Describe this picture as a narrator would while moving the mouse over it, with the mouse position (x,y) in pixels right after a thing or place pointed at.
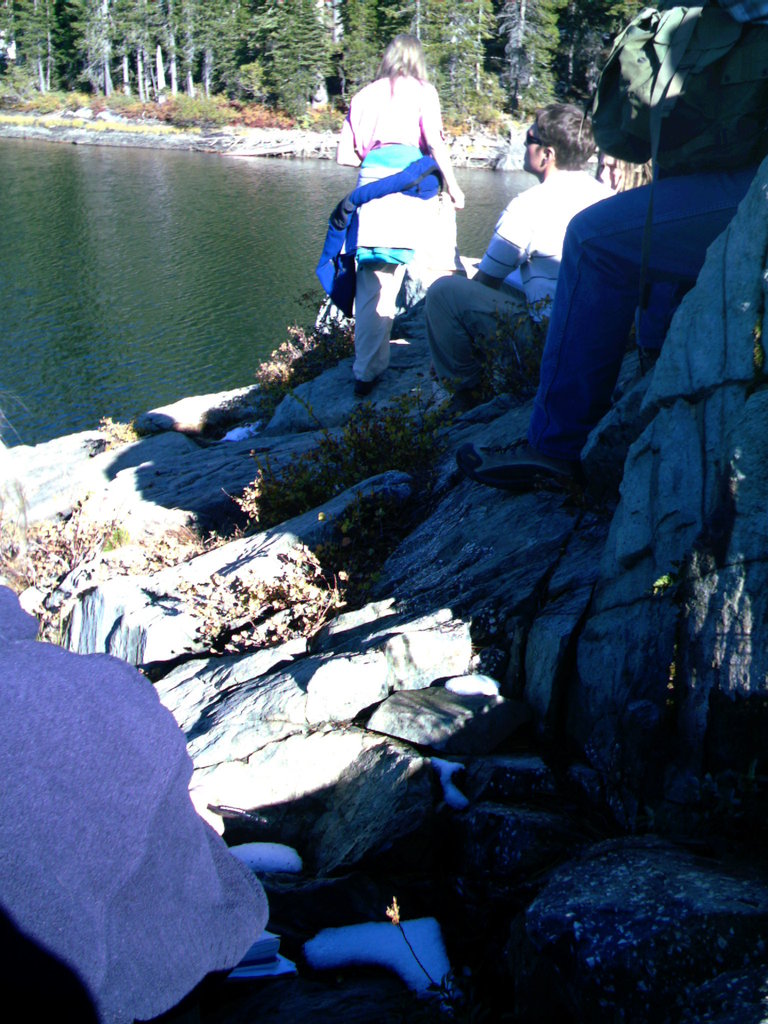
In this image we can see a man (578,191) sitting on the rock (529,569) and there are people (571,339). In the background (61,256) there is a lake (173,257) and trees (231,59). At the bottom (529,961) there are stones (364,774).
